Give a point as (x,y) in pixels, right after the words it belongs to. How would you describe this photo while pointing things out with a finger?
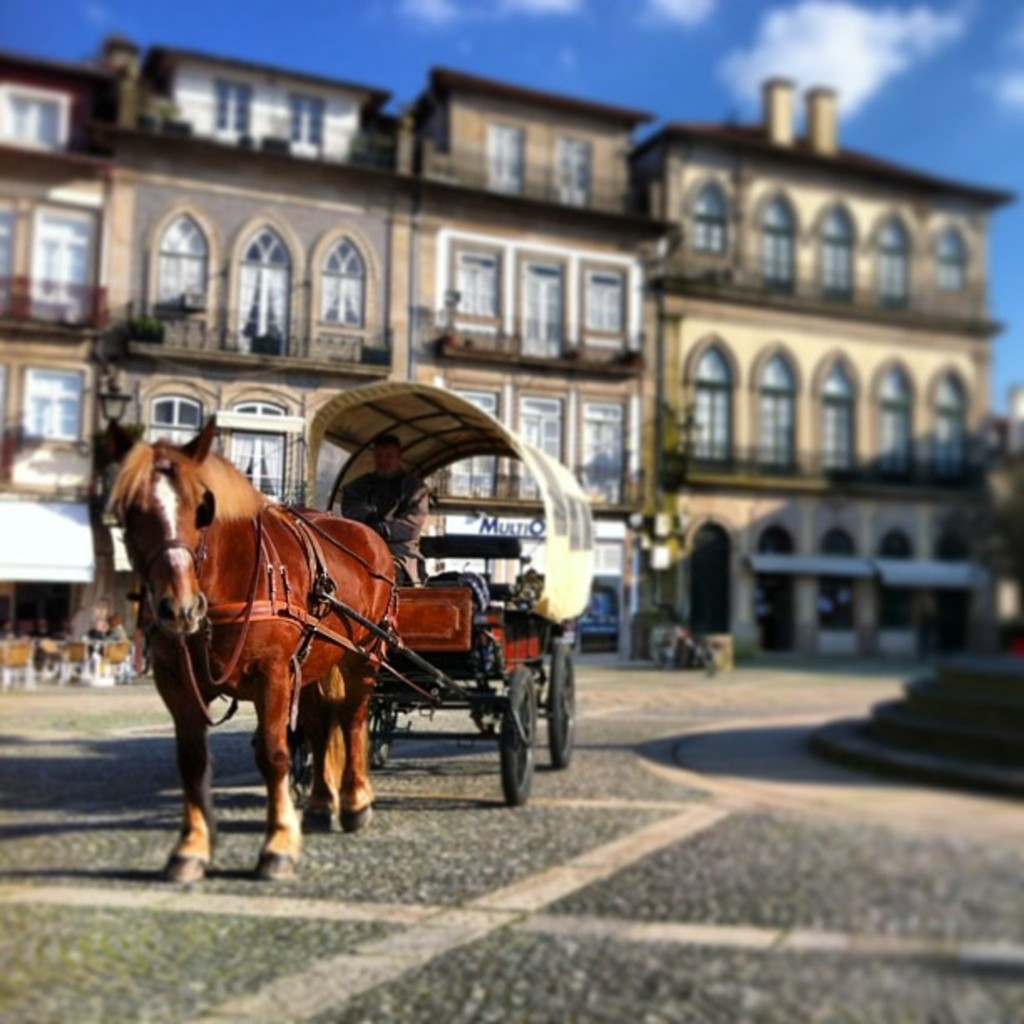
In this picture we can see a horse cart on the ground (683,872), here we can see a person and some objects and in the background (929,211) we can see buildings (935,264), sky (887,72) with clouds (879,59).
